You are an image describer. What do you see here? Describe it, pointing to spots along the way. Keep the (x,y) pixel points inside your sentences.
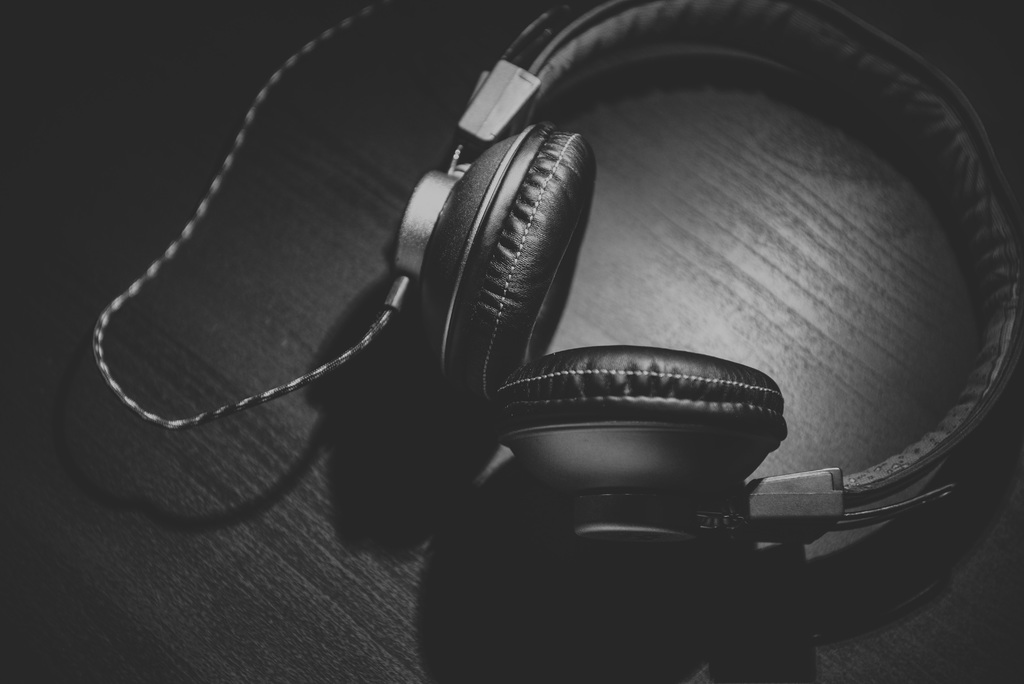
In this picture we can see a headphone (898,95) on the table (258,578).
